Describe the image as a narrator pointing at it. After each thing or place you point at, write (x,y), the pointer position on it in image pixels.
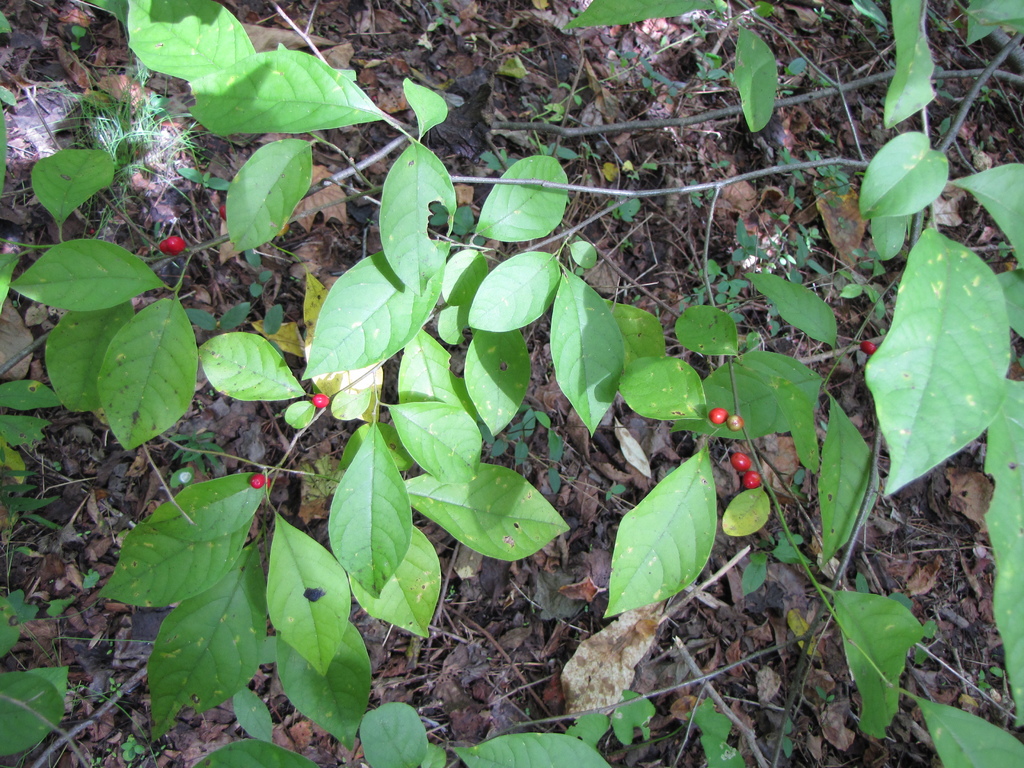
In this image we can see some fruits (749,478), plants (943,254), there are some leaves (454,682) on the ground (652,139), also we can see the grass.
